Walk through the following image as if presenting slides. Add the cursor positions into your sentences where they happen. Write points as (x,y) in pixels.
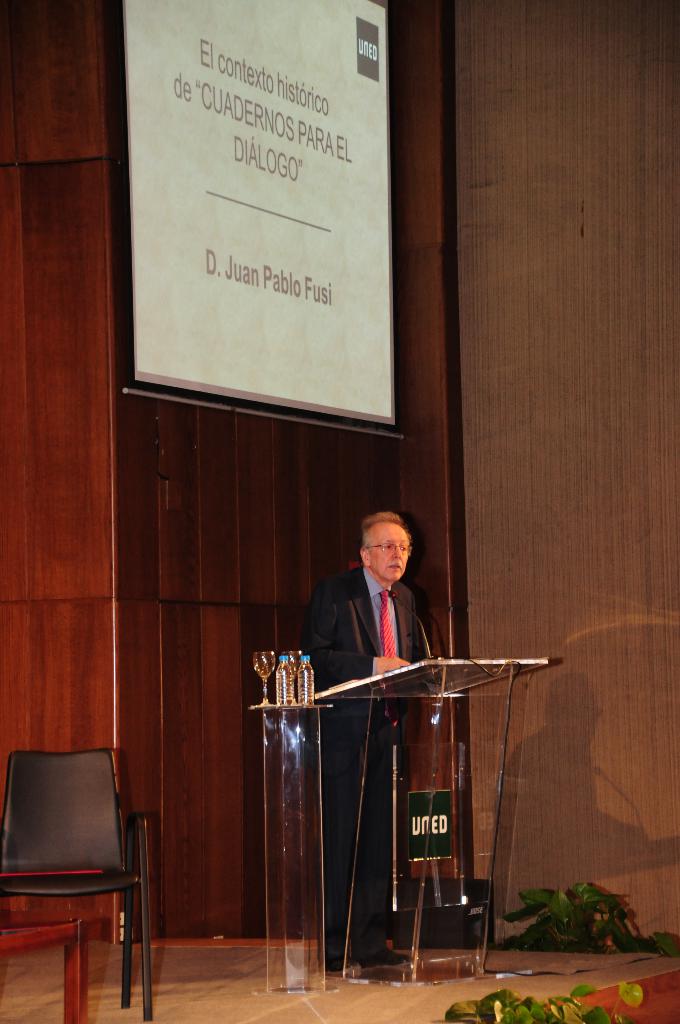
In the image we can see there is a man (394,653) who is standing and in front of him there is a podium (455,788).
